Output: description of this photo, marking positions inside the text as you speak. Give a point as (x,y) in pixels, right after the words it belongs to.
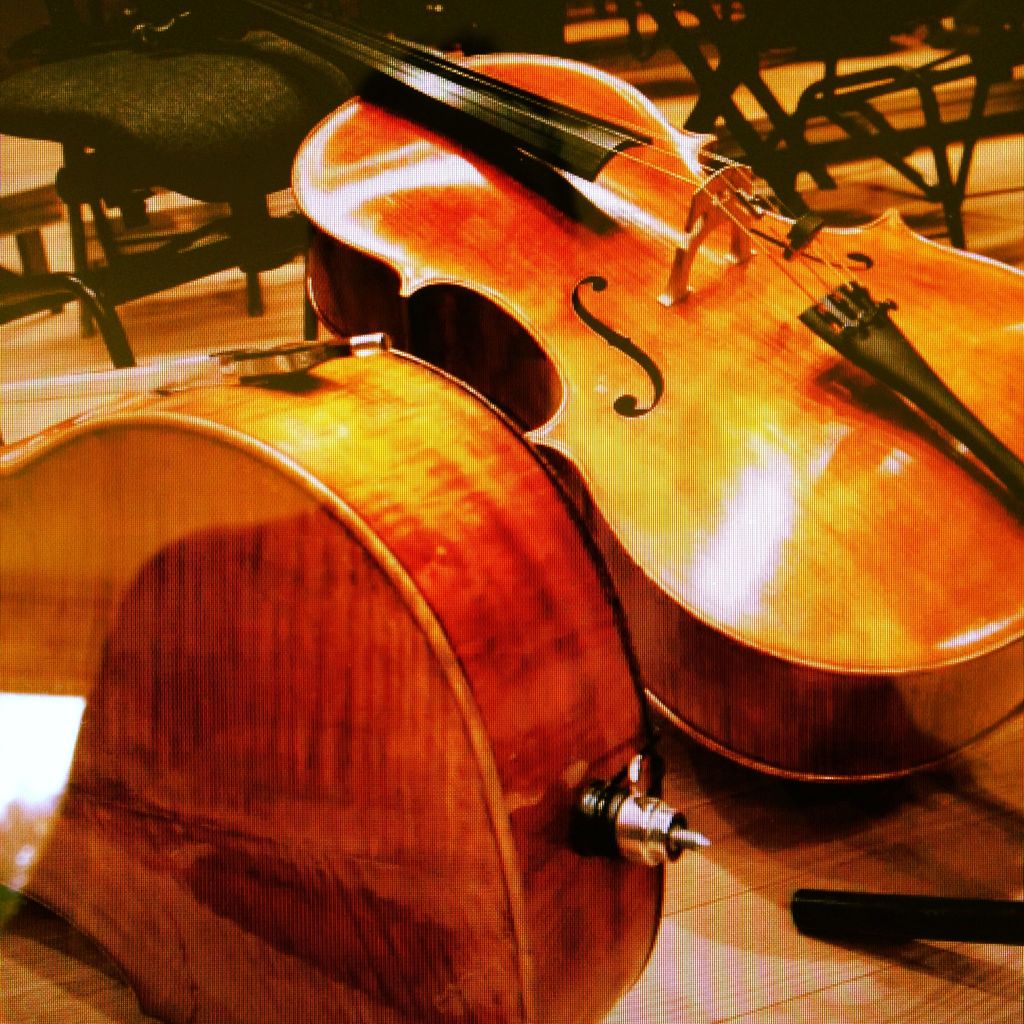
In this picture there are two cellos (449,603). In the background (135,94) there are many chairs (807,121). On the cello (665,376) an S-shaped hole (661,390) is cut.
